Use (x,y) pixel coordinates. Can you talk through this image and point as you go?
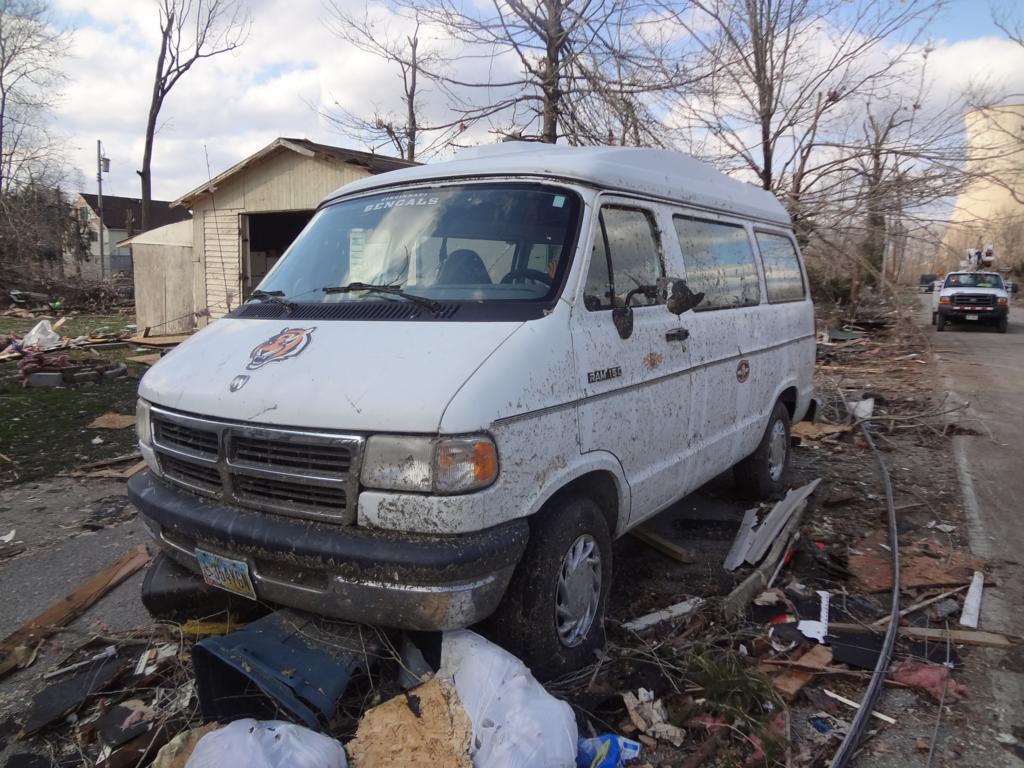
In the foreground of this picture (498,319), there is a white van (583,312) and garbage (215,767) is present beside the road (981,388). In the background (492,71), there are trees (669,116), houses (114,216), poles (104,226), sky (917,97) and the cloud (991,86).
